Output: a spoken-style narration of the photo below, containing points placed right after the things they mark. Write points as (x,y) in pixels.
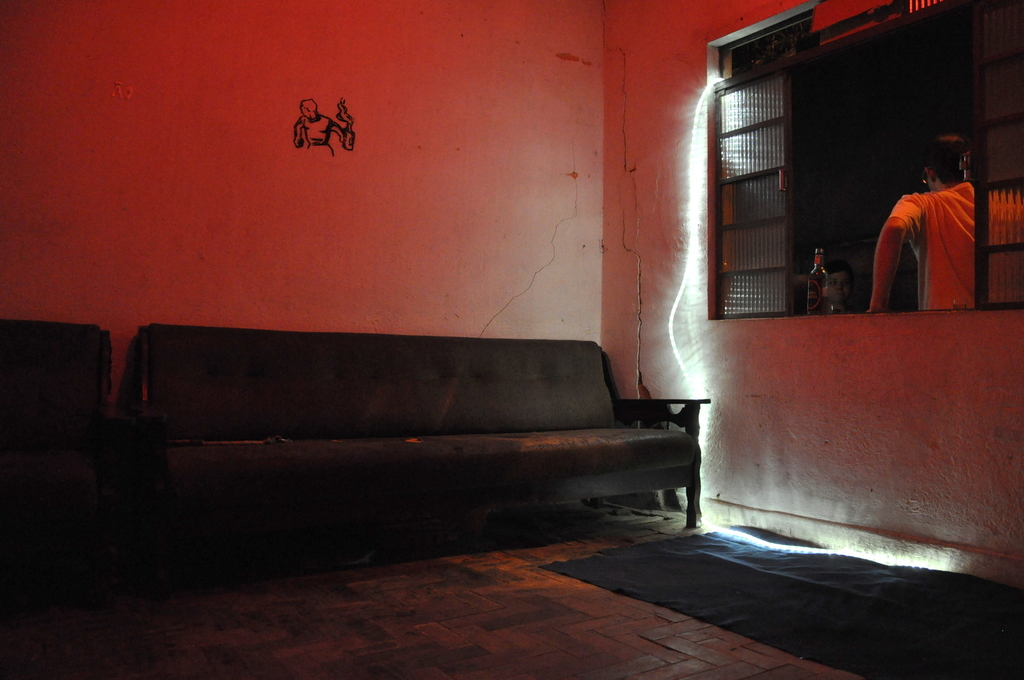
This image is taken inside a room (539,187). In the right side of the image (1015,75) there is a window (994,17) and a man (944,259) standing near window (997,250). At the bottom of the image (682,611) there is a floor (659,612) and a mat (776,602). In the middle of the image (529,401) there is a sofa (399,503). At the background (35,195) there is a wall (437,180).
